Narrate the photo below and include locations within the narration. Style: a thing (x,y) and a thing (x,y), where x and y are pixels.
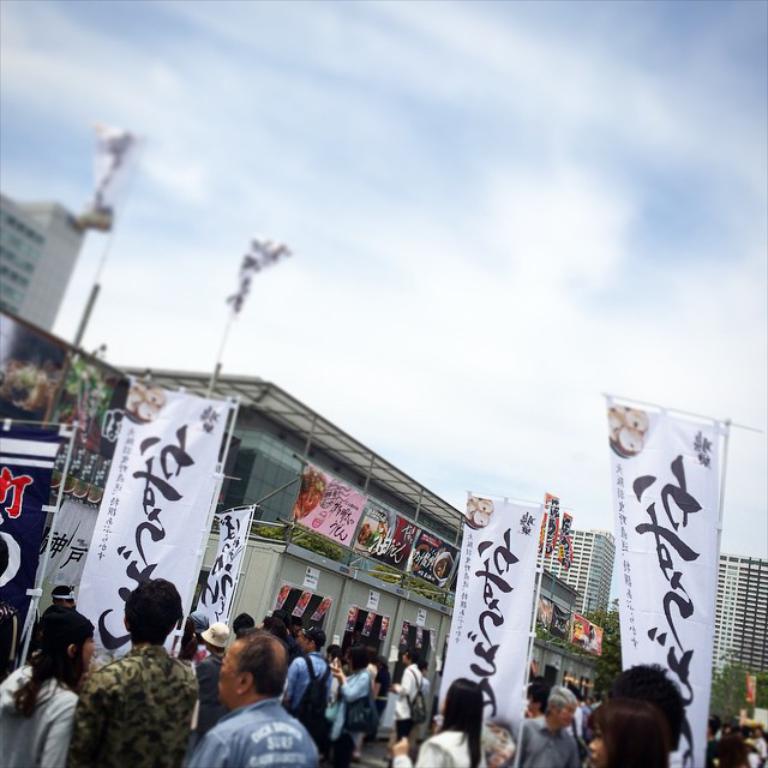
This picture is clicked outside the city. At the bottom of the picture (263,709), we see the people (572,722) are standing. Beside them, we see the banners (119,519) in white and blue color with some text (633,641) written on it. In the middle of the picture (258,471), we see a building (263,464) and the hoarding boards (323,521). On the left side (12,239), we see a building (56,280) and the poles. There are trees (274,533) and buildings (760,576) in the background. At the top (382,156), we see the sky (299,287).
